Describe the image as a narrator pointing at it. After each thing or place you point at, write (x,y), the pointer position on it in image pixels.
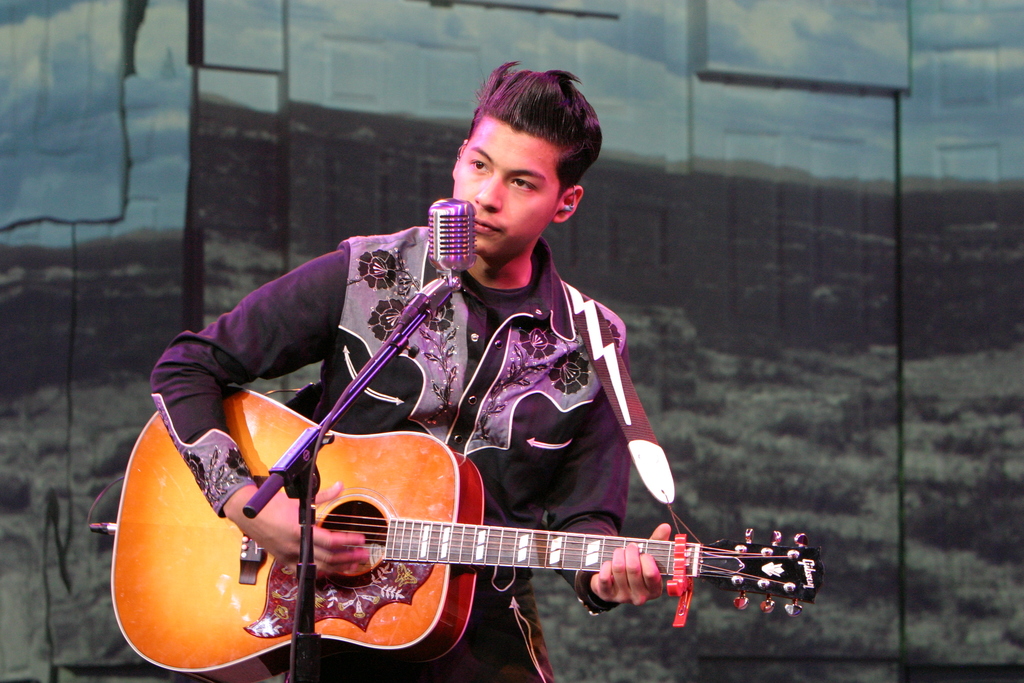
In this picture we can see a man (504,313) who is standing in front of mike (442,236) and he is playing guitar (469,579).
